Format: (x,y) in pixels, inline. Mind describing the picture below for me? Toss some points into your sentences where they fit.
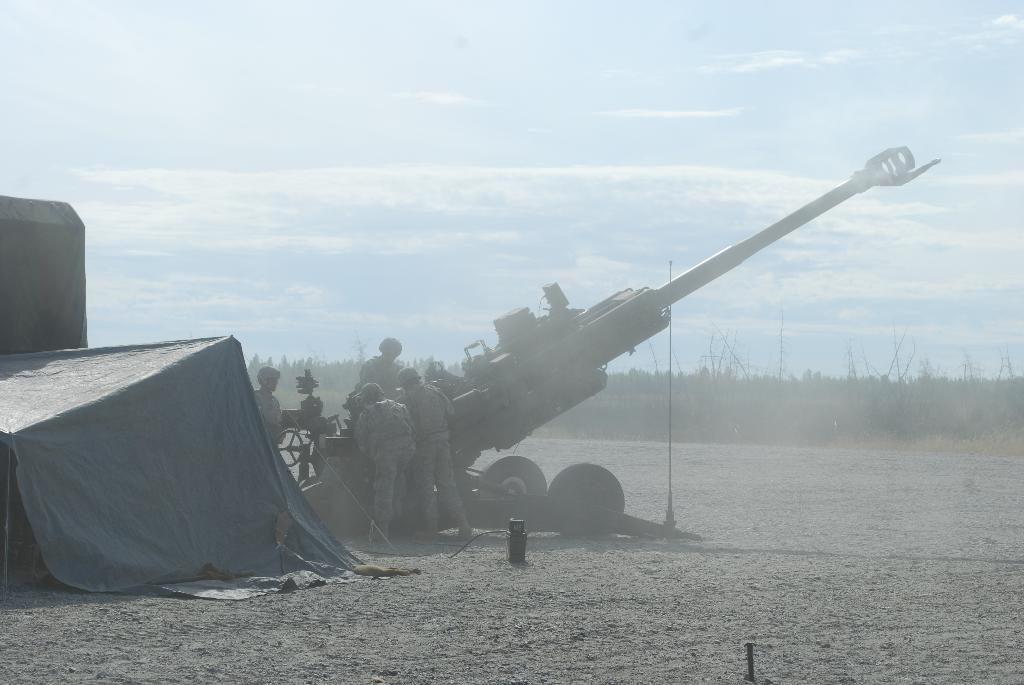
This image consists of four persons (362,411) standing near the cannon (328,489). At the bottom (528,605), there is ground (117,678). On the left (75,493), there are black colored mats (140,419). In the background (632,412), there are trees (787,385). At the top (446,135), there is sky (415,162).
